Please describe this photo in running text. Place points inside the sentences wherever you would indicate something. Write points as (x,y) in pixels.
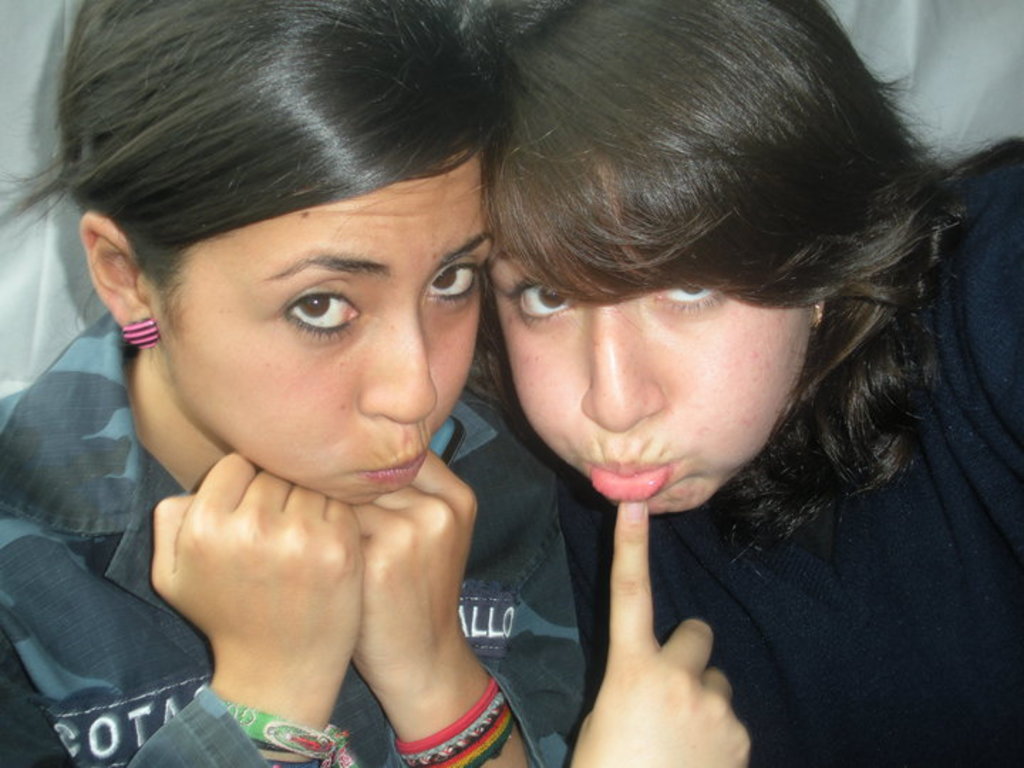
In this image in the foreground (596,105) we can see there are two girls (787,173) doing some kind of expression.
